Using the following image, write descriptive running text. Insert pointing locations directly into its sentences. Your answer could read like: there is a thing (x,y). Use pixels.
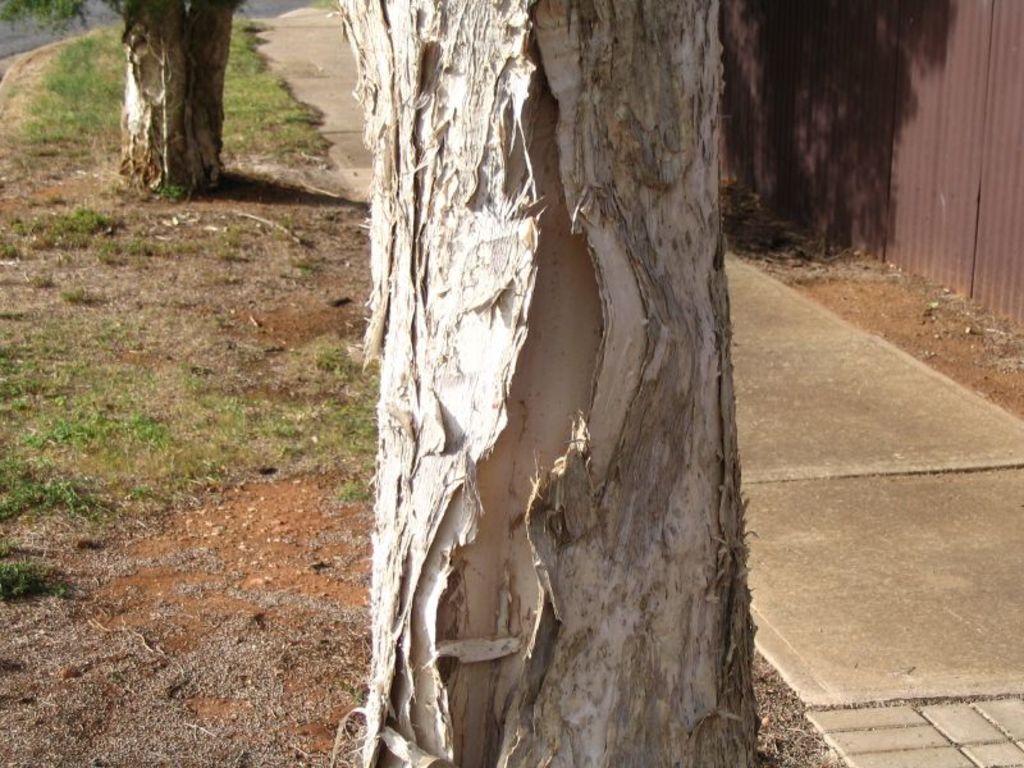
In this image I can see in the middle (389,422) it looks like a bark (669,432) of a tree (709,431), on the right side (828,247) it may be the iron sheet wall (930,133).
